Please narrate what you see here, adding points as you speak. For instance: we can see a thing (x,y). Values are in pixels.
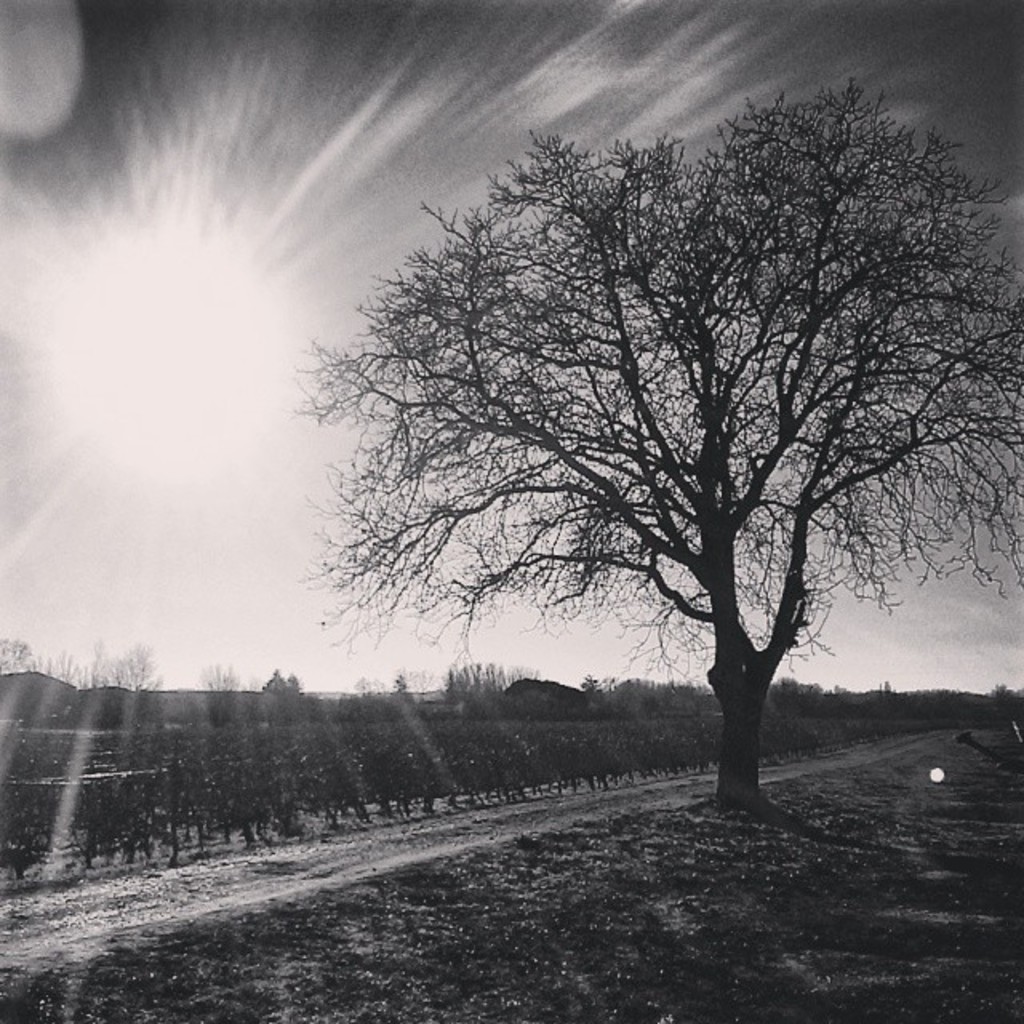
In this image we can see there are trees (679,473), plants (470,736), ground (908,815), and the sun (154,452).
